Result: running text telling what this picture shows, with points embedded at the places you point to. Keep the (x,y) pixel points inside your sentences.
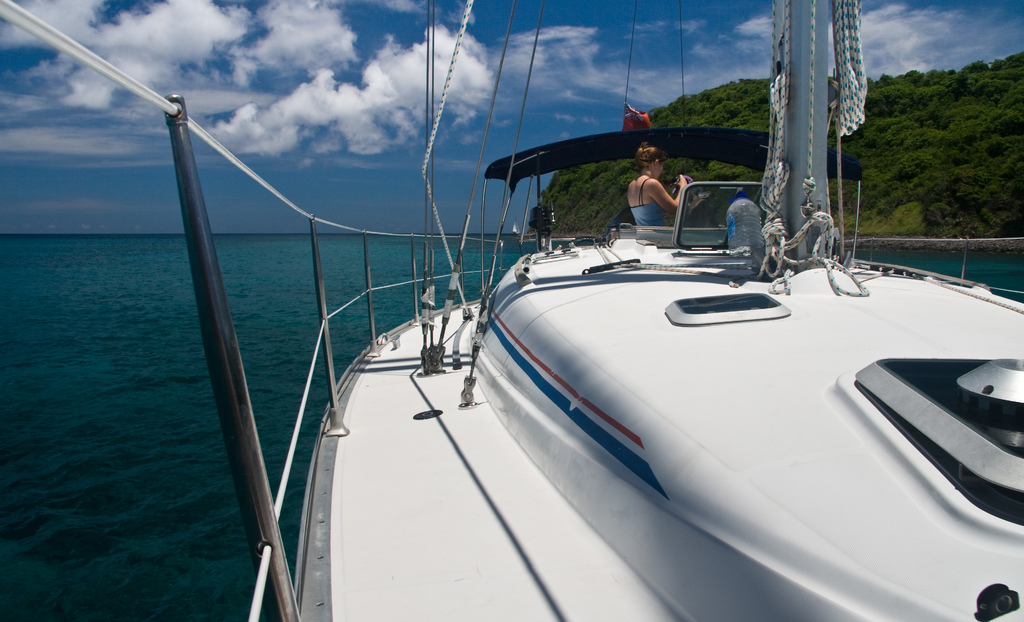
There is a ship (670,363) and a woman (637,205) standing in the back of the ship (721,355), the ship (539,354) is sailing in the water (915,253) and beside the water (43,475) there is a mountain (966,122) covered with a lot of greenery (717,112).
